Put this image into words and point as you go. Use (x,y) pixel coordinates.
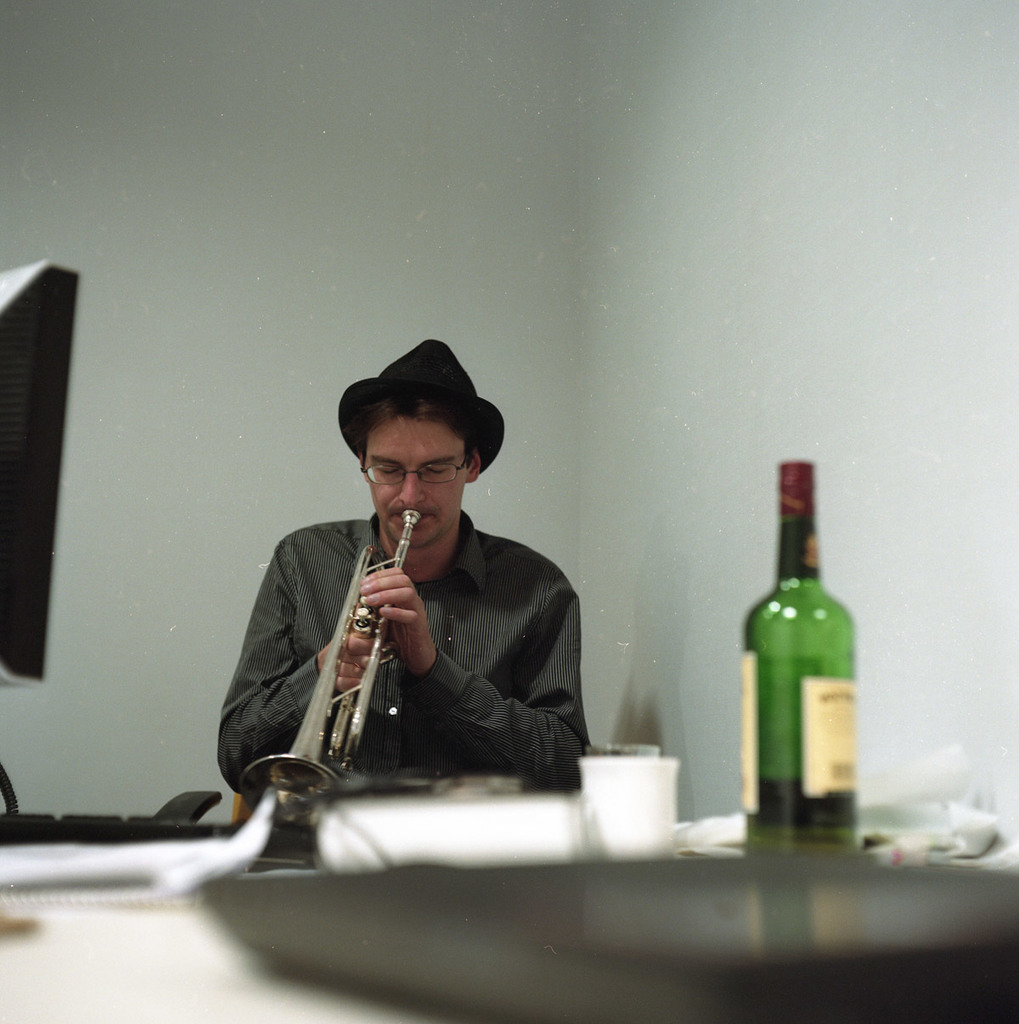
In the picture we can see a man (411,466) sitting on the chair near the table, on the table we can find a computer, keyboard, papers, a bottle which is green in color and a glass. A man (389,740) is wearing a hat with musical instrument (318,695) in his hand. in the background (917,348) we can see a white wall (131,601).
